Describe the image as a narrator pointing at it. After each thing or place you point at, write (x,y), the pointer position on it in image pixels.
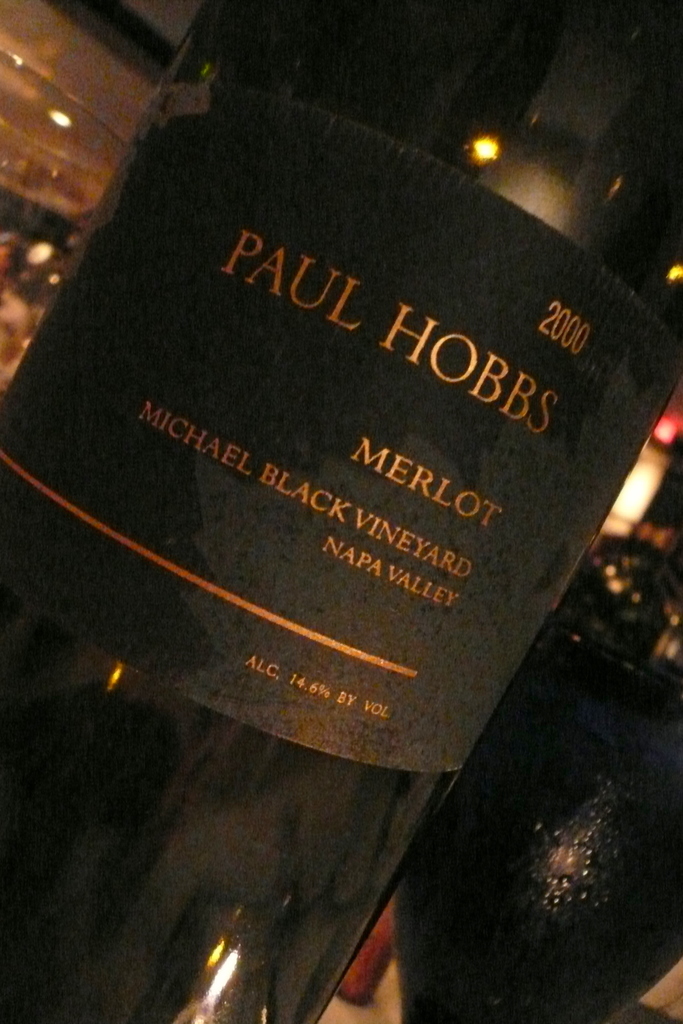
In the center of the image (309,553) there is a beverage bottle (239,773).
